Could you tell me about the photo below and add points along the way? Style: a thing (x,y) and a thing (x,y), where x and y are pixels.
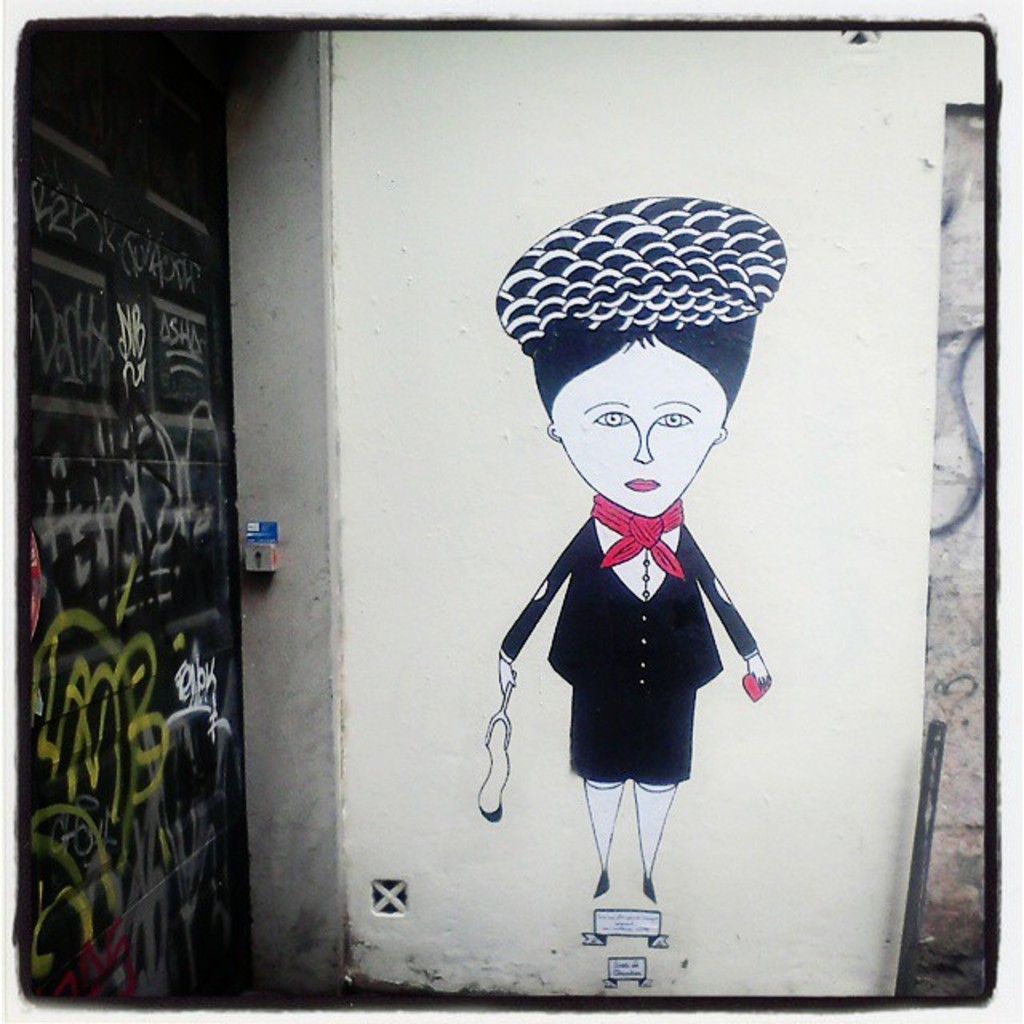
In the picture we can see a wall (426,559) on it, we can see a painting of a cartoon woman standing and beside it, we can see another wall (176,589) which is black in color and some scribbling (213,708) on it.
